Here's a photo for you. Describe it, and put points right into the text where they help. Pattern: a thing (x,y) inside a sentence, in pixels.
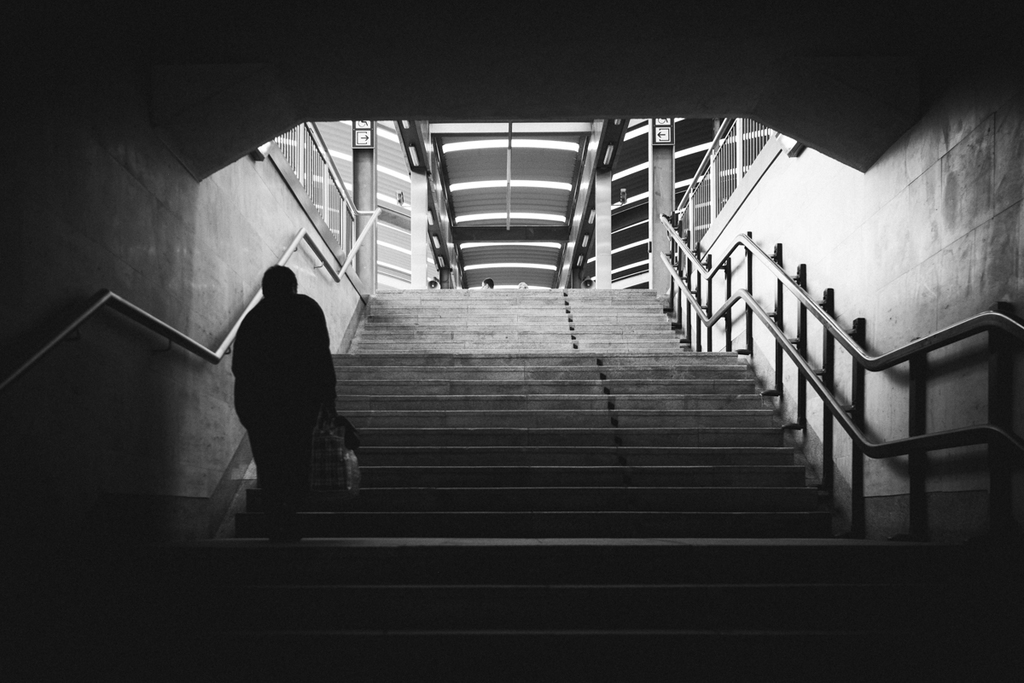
This is a black and white image. There are stairs (503,429) in the middle (567,382). There is a person (267,448) on the left side (274,430).
